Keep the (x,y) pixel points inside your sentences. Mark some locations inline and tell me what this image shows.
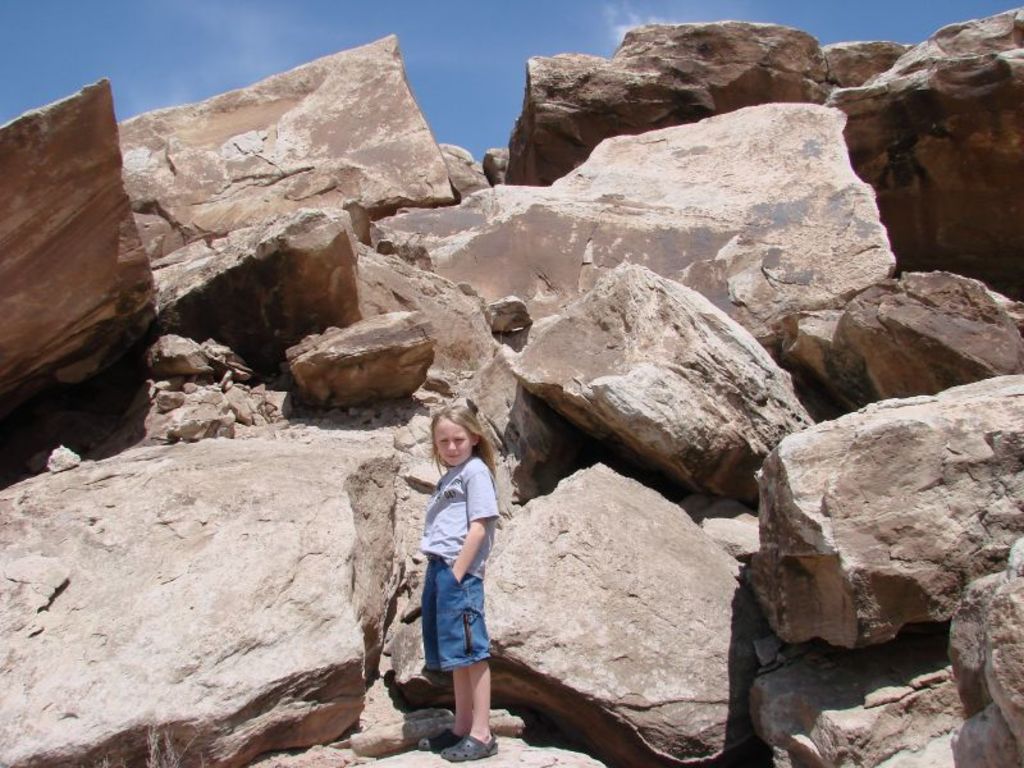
In the center of the image (453,427) we can see a girl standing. We can also see a group of rocks (668,501), some stones (364,748) and the sky (453,115) which looks cloudy.
